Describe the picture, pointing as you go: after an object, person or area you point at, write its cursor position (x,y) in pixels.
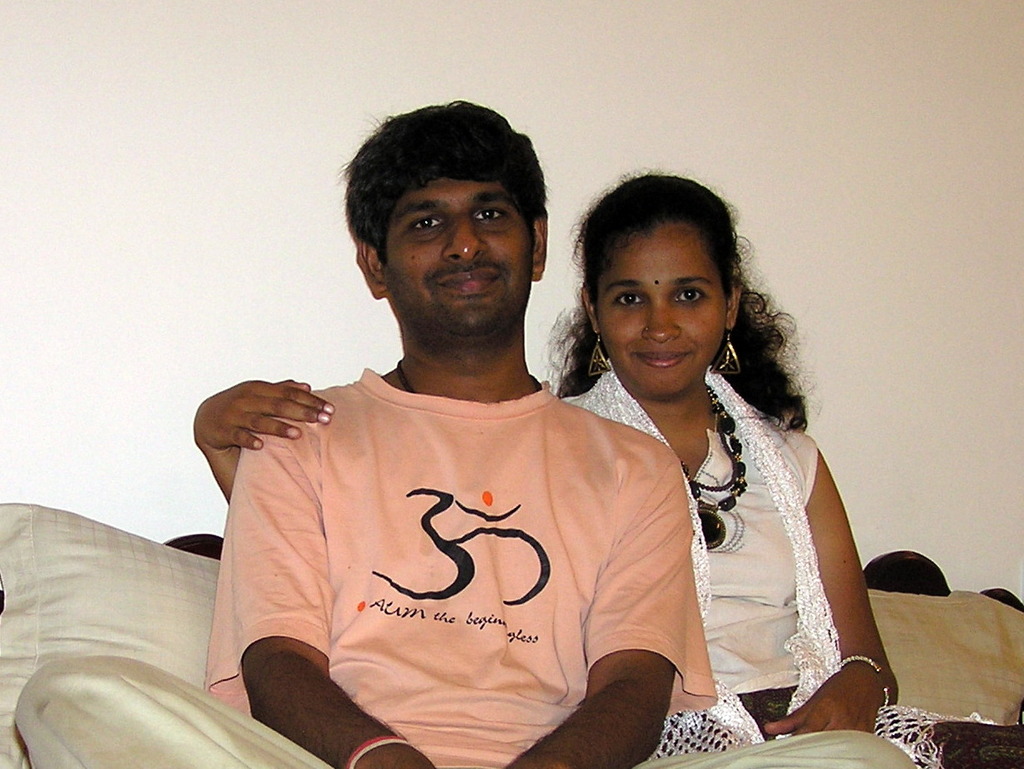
In the image I can see a man (596,564) and a woman (765,601) are sitting on a couch (978,659) which is cream in color. In the background (157,227) I can see the cream colored wall (210,148).
